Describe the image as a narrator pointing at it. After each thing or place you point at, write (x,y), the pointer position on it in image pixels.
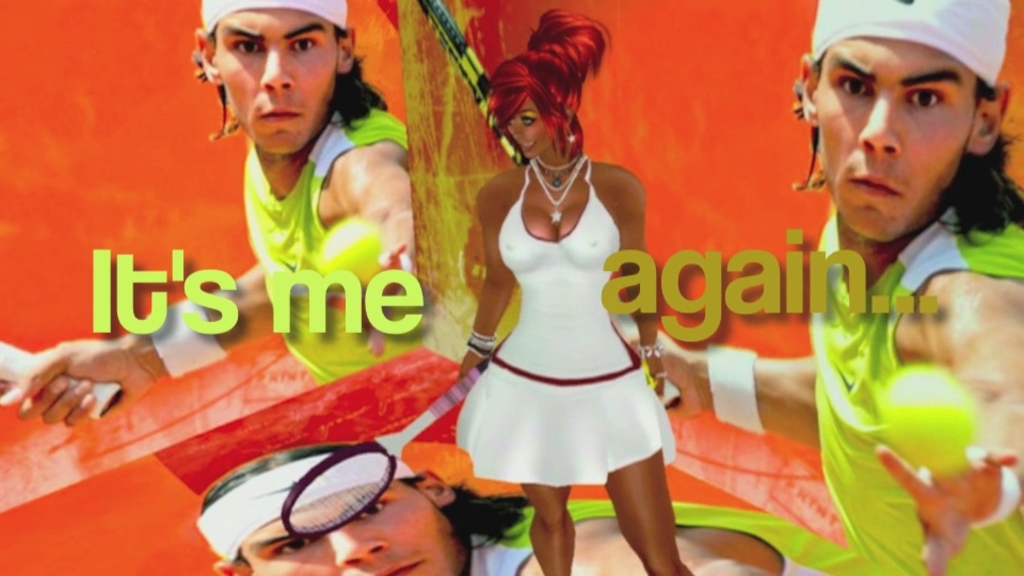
In this image we can see a poster (560,300) of a man (402,478) holding a tennis racket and there is an animated picture (534,397) of a woman (591,285) holding a racket (382,465).
